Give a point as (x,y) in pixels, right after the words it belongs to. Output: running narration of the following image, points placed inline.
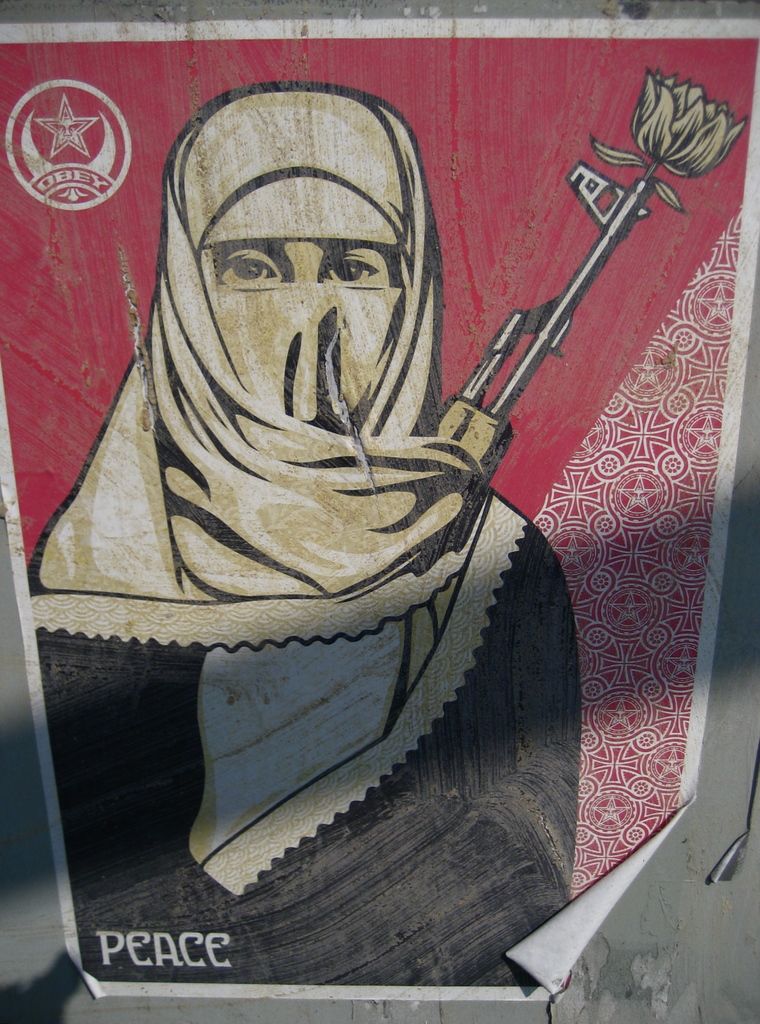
In this image there is a poster (459,416) which is sticked to the wall (710,693). In the poster (300,577) we can see there is a person (370,585) who is wearing the mask (368,484). On the left side (97,197) top corner there is a symbol (60,164).
